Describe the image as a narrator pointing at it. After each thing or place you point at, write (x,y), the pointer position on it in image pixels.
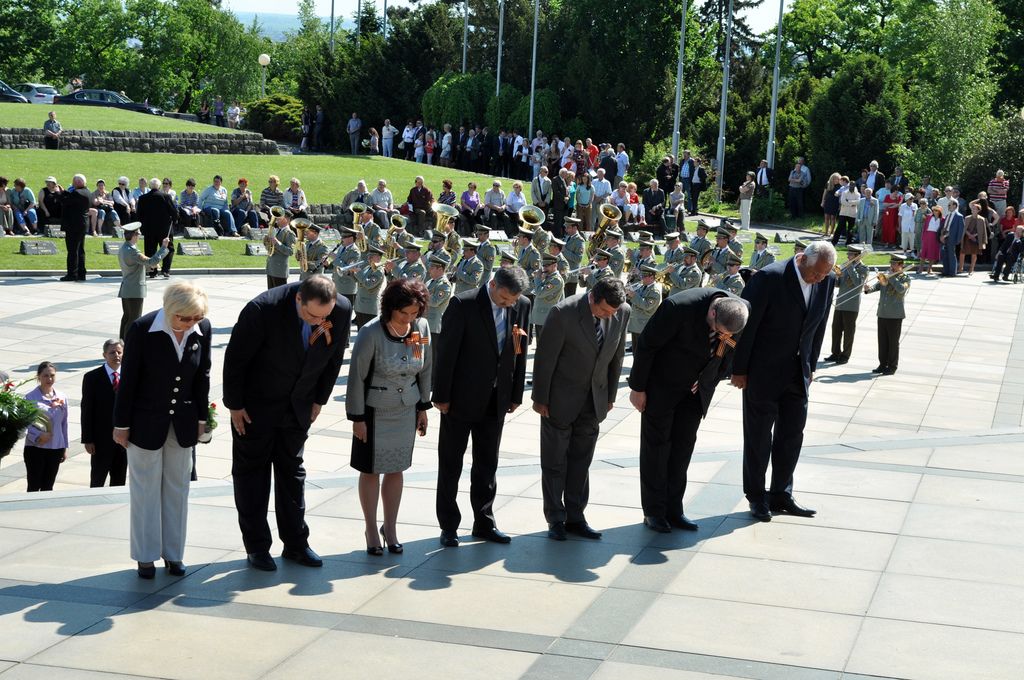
In this image I can see few people (719,250) are standing, few people (499,206) are sitting and few people (541,274) are holding musical instruments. Back I can see few trees (955,128), poles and vehicles (95,103).
